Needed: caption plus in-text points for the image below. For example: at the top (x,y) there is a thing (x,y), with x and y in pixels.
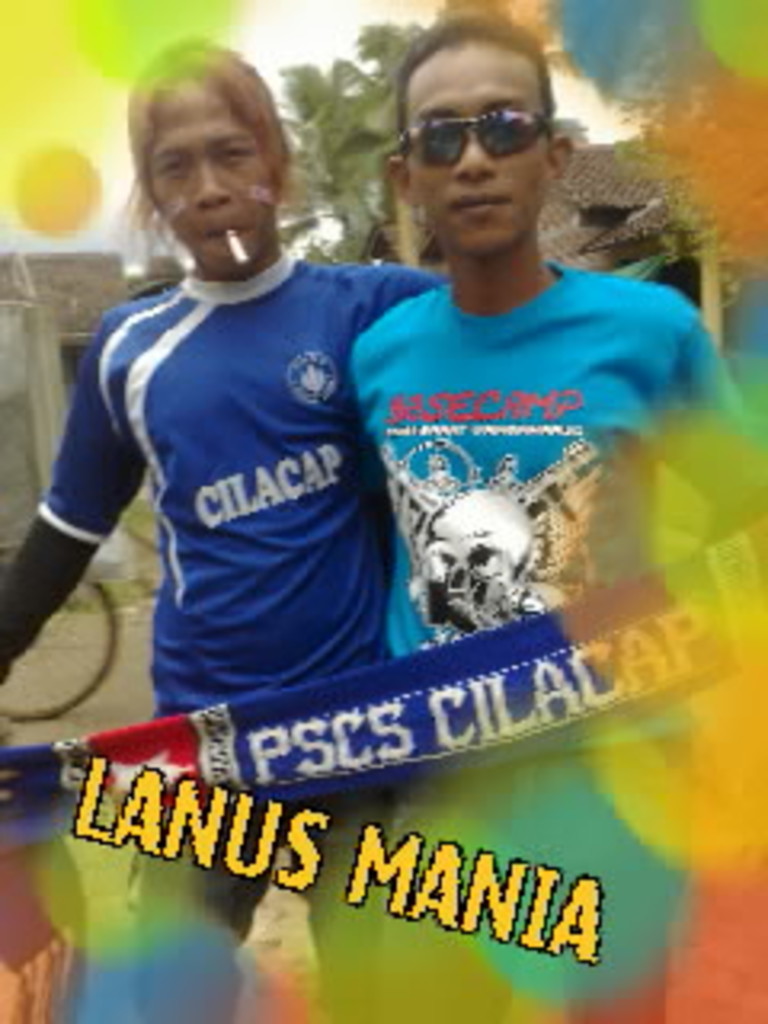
There is a person (255,111) in blue color t-shirt (244,433). Beside him, there is a person (471,267) in blue color t-shirt (541,381). In front of them, there is a blue color cloth (706,601) and there is a watermark (451,896). In the background (371,147), there are trees (339,145), buildings (107,263) and there is sky (120,216).
